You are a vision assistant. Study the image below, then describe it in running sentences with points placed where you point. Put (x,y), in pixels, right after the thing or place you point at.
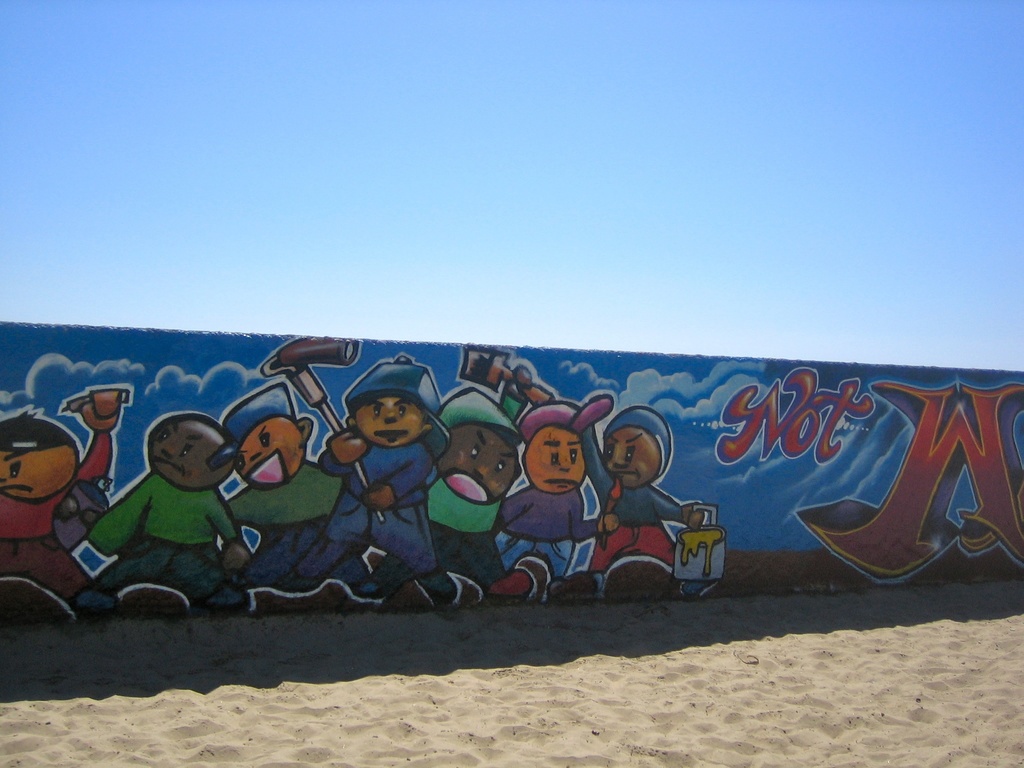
In this image I can see the sand (547,666) and the wall (404,401). On the wall (368,397) I can see the painting (319,454) of few persons (322,478) and in the background (249,182) I can see the sky (394,116).
